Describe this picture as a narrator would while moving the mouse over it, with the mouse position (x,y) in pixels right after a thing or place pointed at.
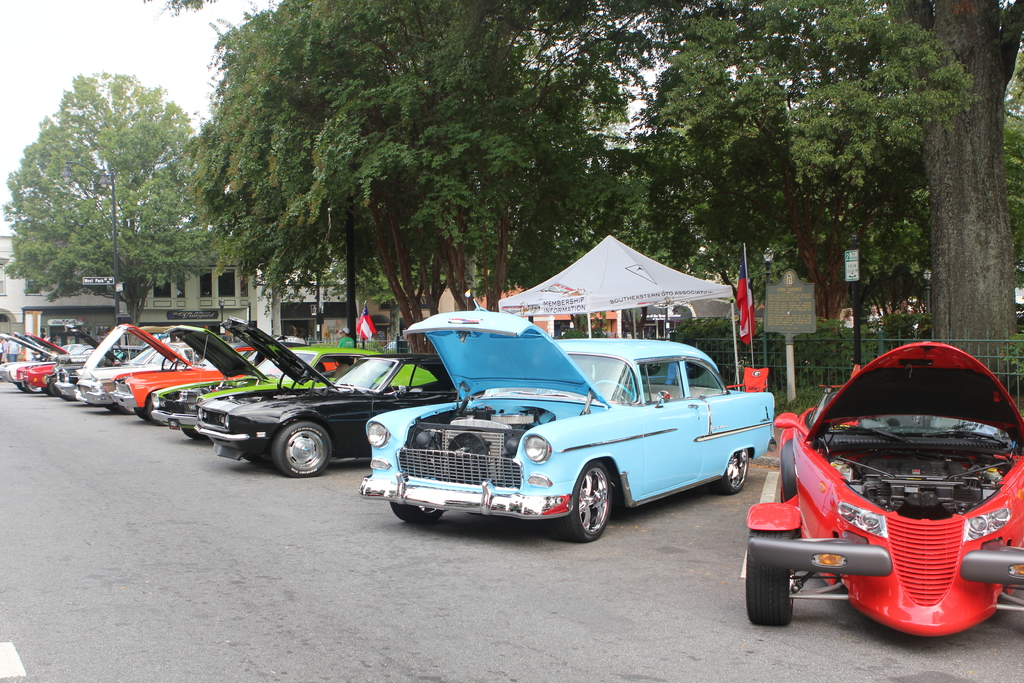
In this image I can see cars (441,443) on the road (325,469). In the background (379,345) I can see fence (817,353), flags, buildings (614,317), a tent (619,284), trees (507,213) and the sky (143,5).
